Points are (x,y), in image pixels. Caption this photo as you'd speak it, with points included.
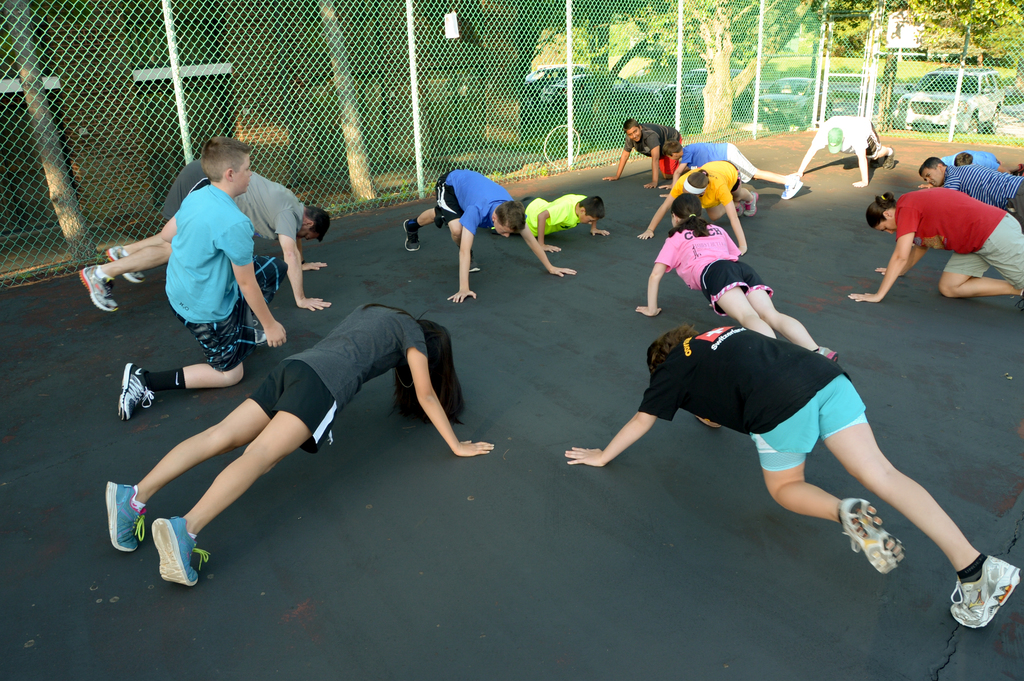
In this picture we can see a group of people (416,240) on the floor (268,244), fencing net (652,112), building (63,96) and in the background (737,57) we can see the grass (856,64), vehicles (695,84), trees (719,113).
